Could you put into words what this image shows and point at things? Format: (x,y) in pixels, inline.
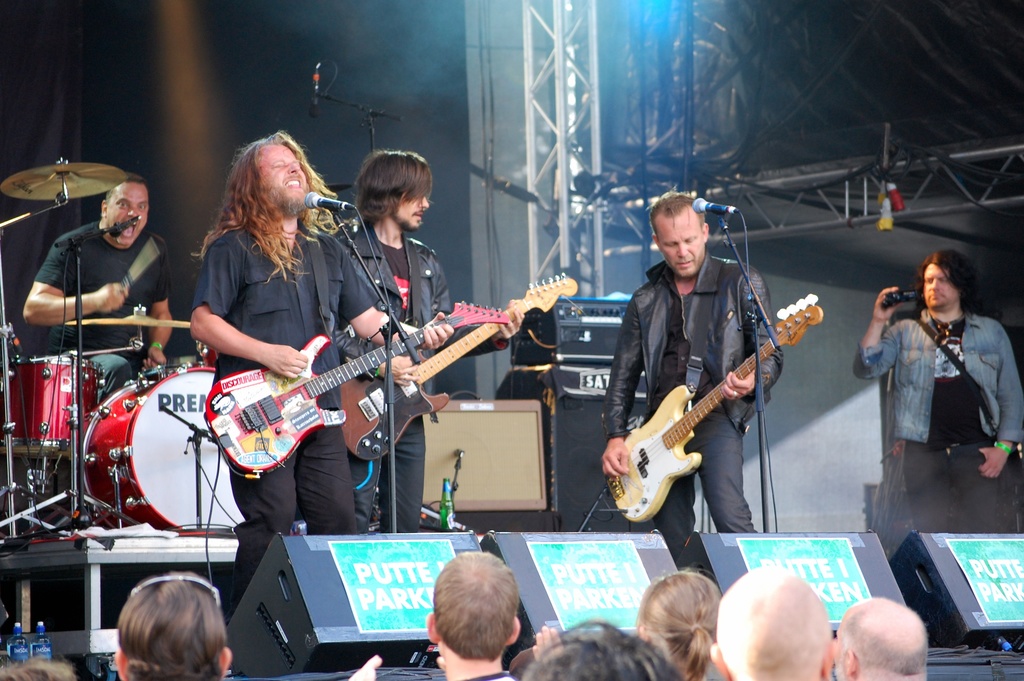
There are few people (252,157) on the stage (495,476) performing by playing musical instrument (452,349). In front of them there are people (460,595).
